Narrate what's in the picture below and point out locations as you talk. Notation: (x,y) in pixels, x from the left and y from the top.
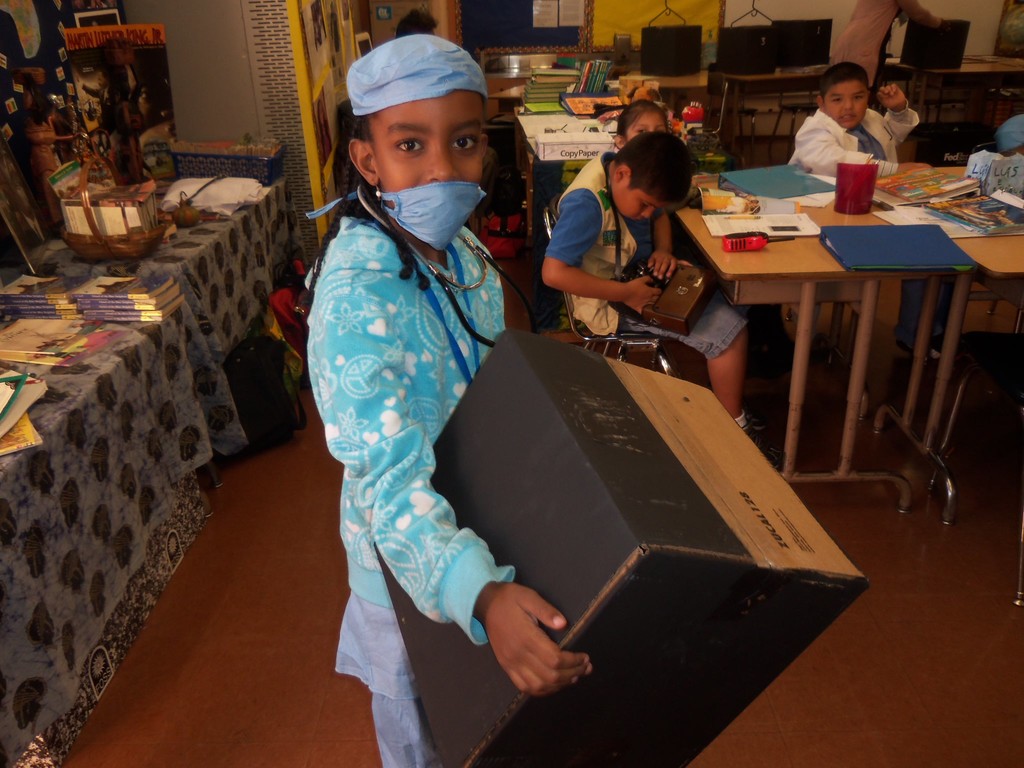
It's a closed room (516,518) where the girl (439,360) is standing in the center of the picture (420,510) wearing blue hoodie (419,420) and a mask (426,209) to her mouth (419,207) and a cap (402,82) on her head (402,111) and holding one box (680,576), behind there are three more people (862,153) sitting on the chairs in front of them there is a table (815,258) and having books (854,246) on it. Behind them there are tables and books (566,81) and some other stuff (664,65) and in the left corner of the picture (107,444) there is one table (83,313) on that there is a cloth (70,392) and having some books (73,357) on it.
